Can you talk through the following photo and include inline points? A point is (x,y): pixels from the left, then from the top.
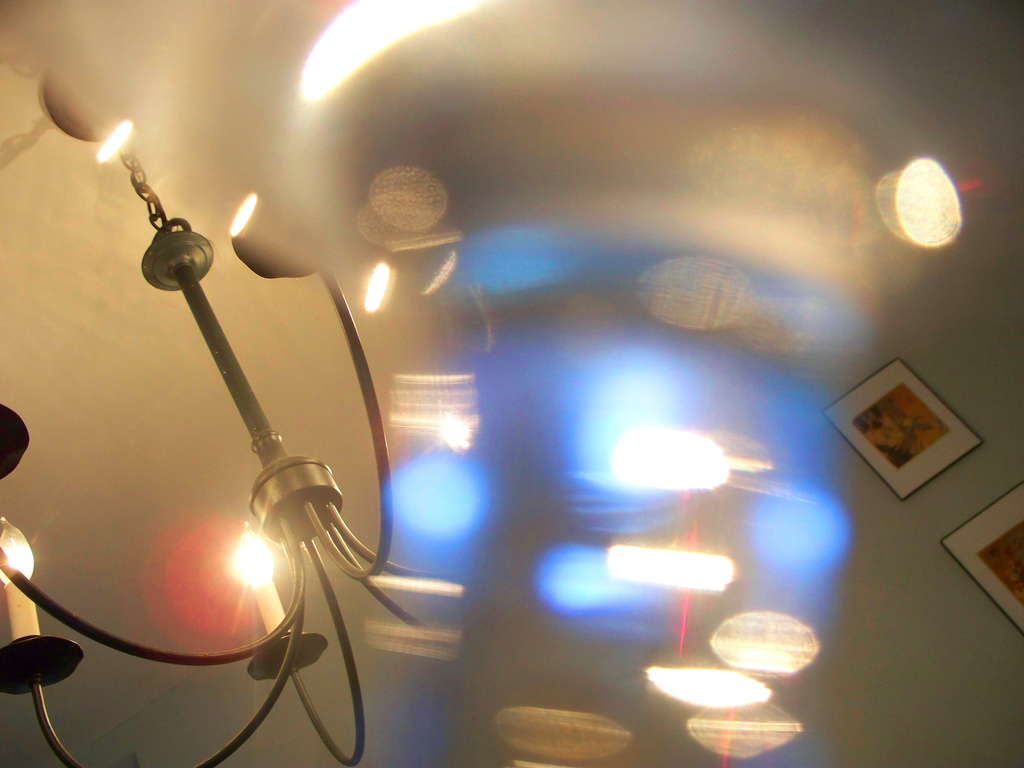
In the picture I can see lights (598,446), photos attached to the wall (349,588) and some other objects (318,495). The image is blurred.
